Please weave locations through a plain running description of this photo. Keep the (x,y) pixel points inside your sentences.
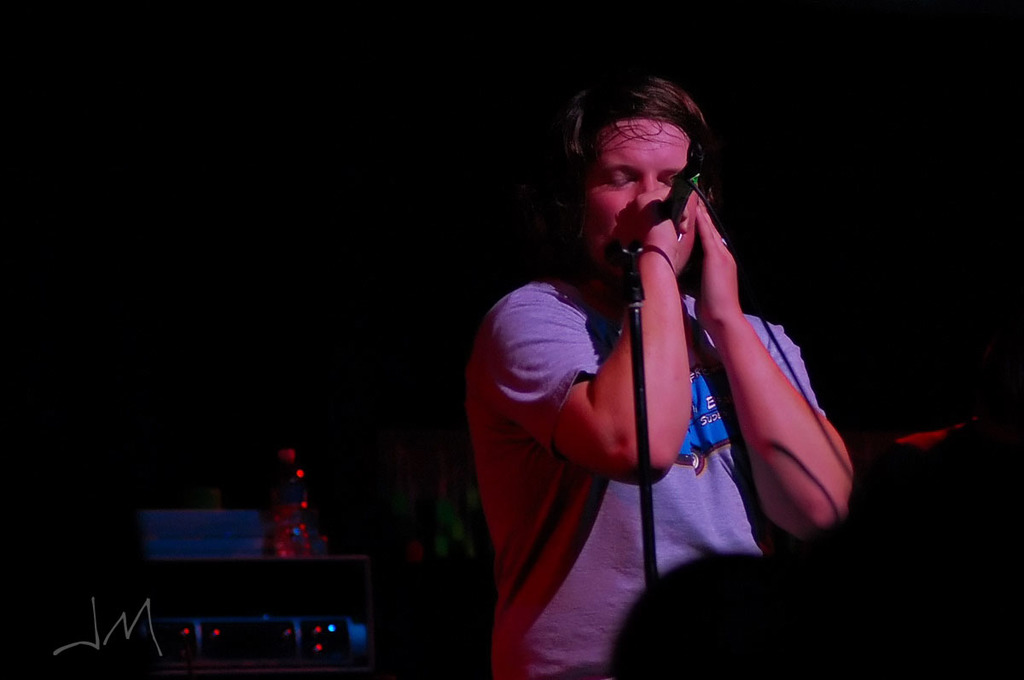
In this image I can see on the right side (783,427) a person (697,440) is singing in the microphone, this person (675,490) is wearing a t-shirt (665,558). In the bottom left (282,546) there are red color small lights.
